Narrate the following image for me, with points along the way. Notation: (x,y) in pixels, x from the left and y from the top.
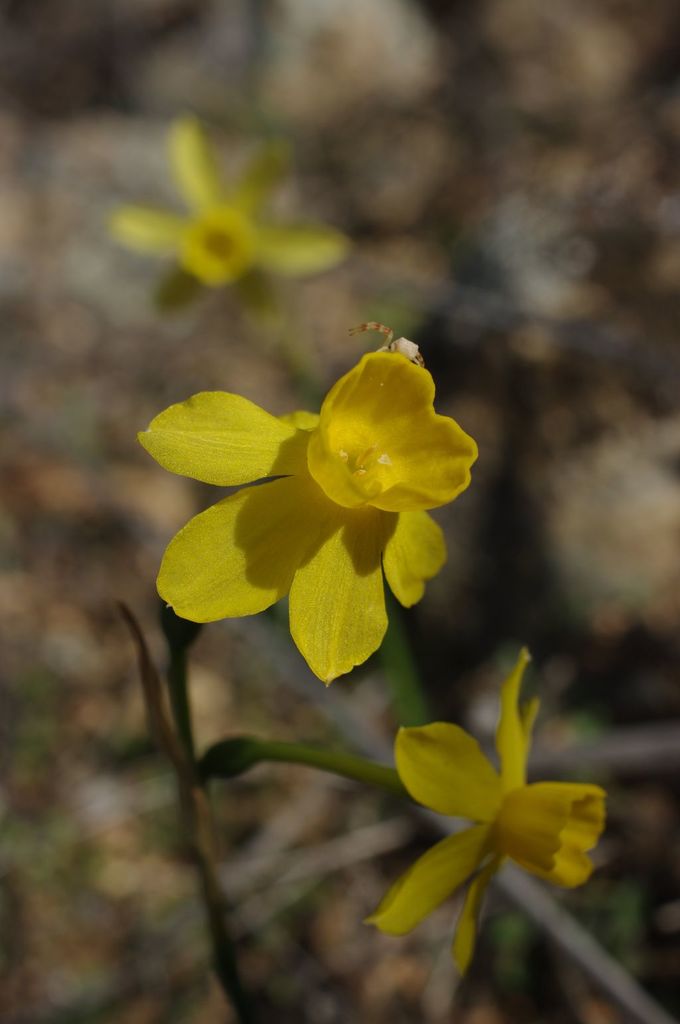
This image is taken outdoors. In the background (400,250) there is a ground (555,726). In the middle of the image (344,570) there is a plant (563,874) with yellow colored flowers (329,681).
